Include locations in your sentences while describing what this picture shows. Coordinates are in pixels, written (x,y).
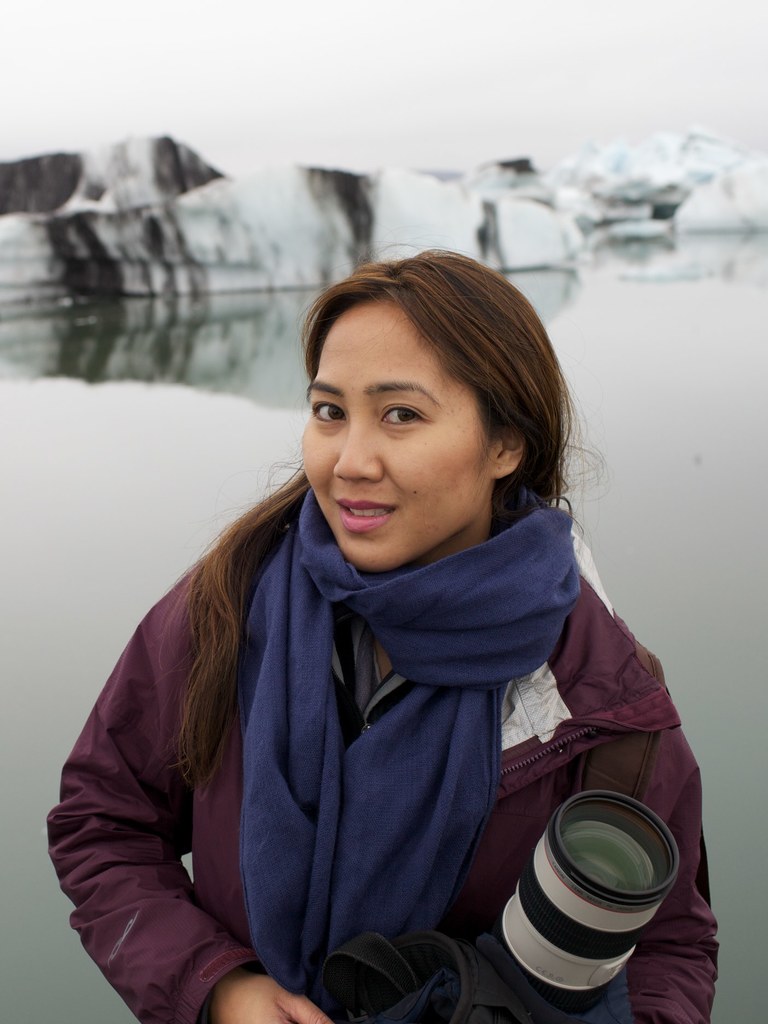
In this image we can see a woman (455,526) holding a camera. On the backside (650,392) we can see the snow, ice hills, water (256,336) and the sky (325,158).
